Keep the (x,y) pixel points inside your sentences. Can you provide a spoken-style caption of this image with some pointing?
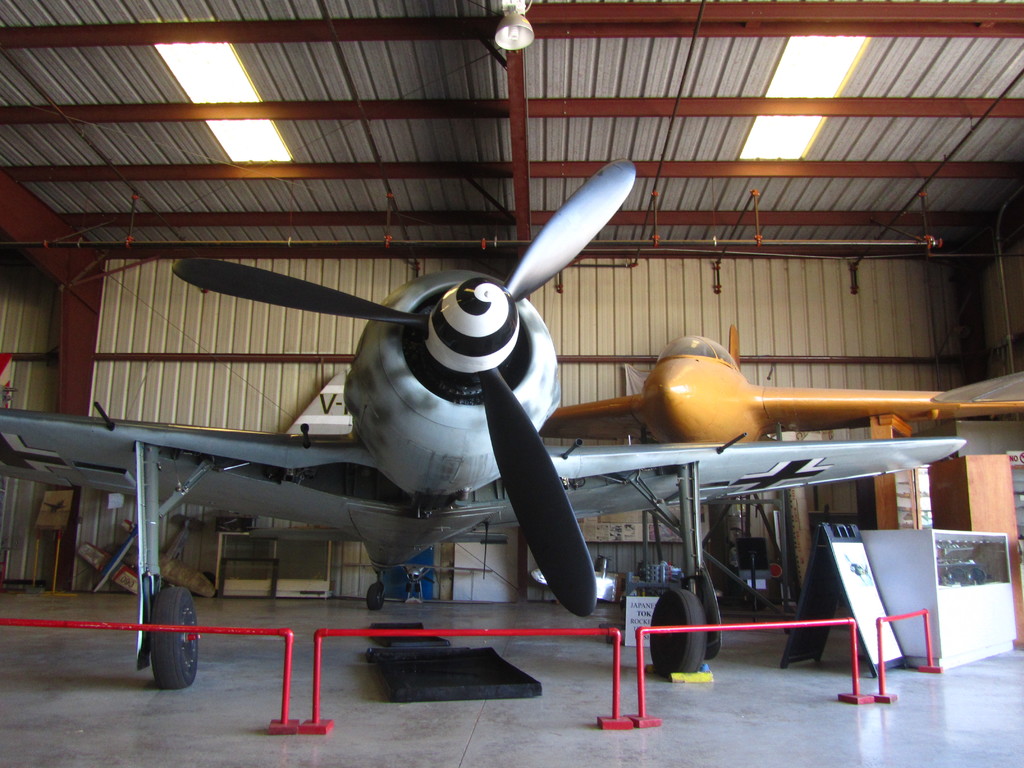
In this image there is a shed (885,129), in that shed (540,304) there are two airplanes (399,526), in front (556,631) there is a railing (541,630).
